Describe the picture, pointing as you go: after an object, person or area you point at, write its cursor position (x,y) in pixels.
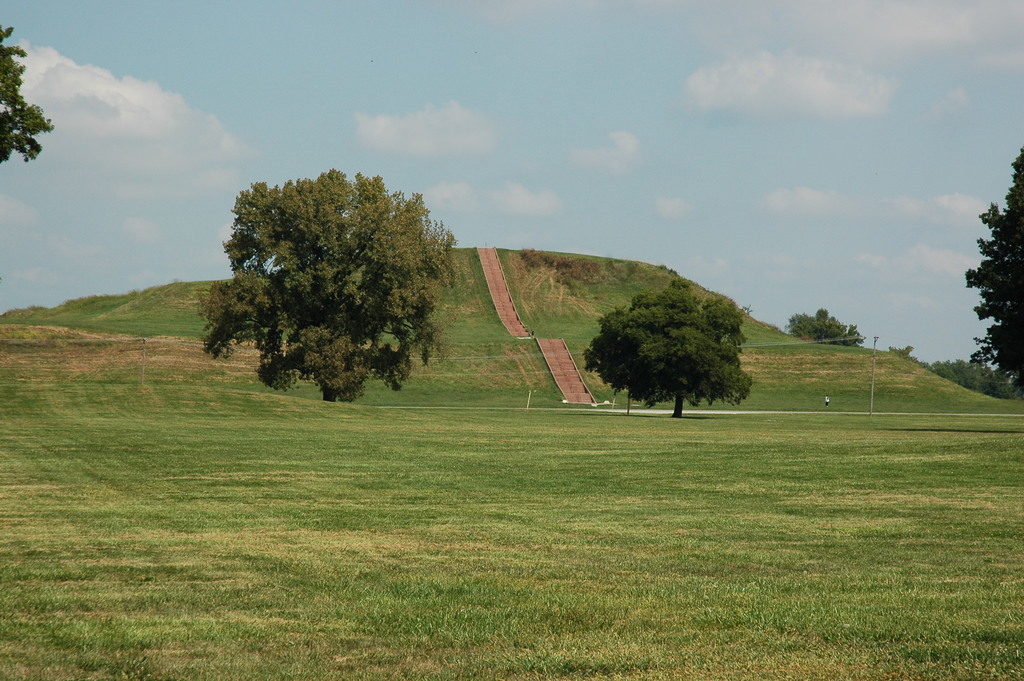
There are trees (1023,352), there is grass (629,513) and a sky (622,133).
